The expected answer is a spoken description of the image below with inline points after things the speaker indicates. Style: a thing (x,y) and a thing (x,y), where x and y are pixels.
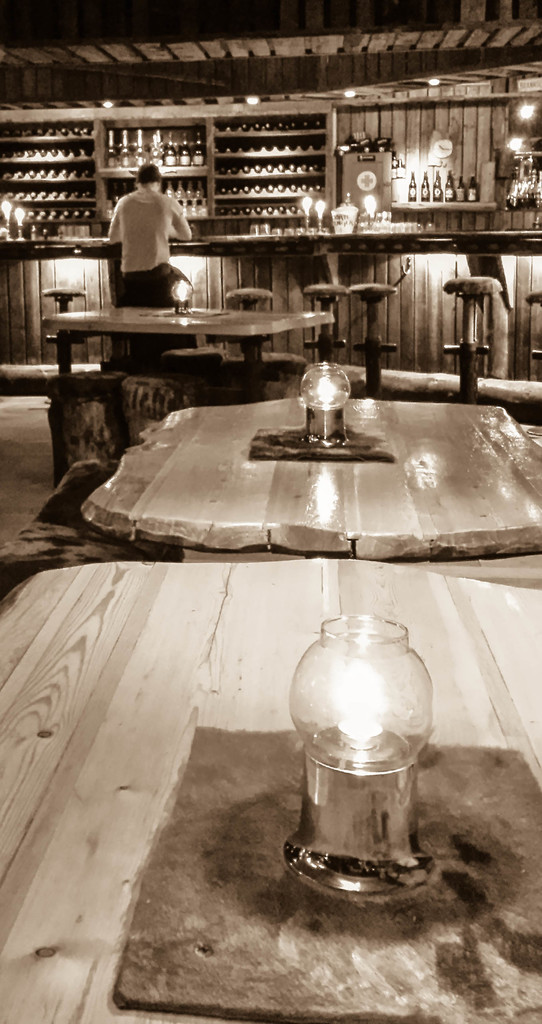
In the image we can see a person (132,254) sitting and wearing clothes (132,239). Here we can see the tables (215,524) and on the tables (310,568) we can see the lamps (336,662). Here we can see stools (374,303) and there are many bottles (279,169) kept on the shelves (296,202). We can even see the lights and the floor (4,487).
